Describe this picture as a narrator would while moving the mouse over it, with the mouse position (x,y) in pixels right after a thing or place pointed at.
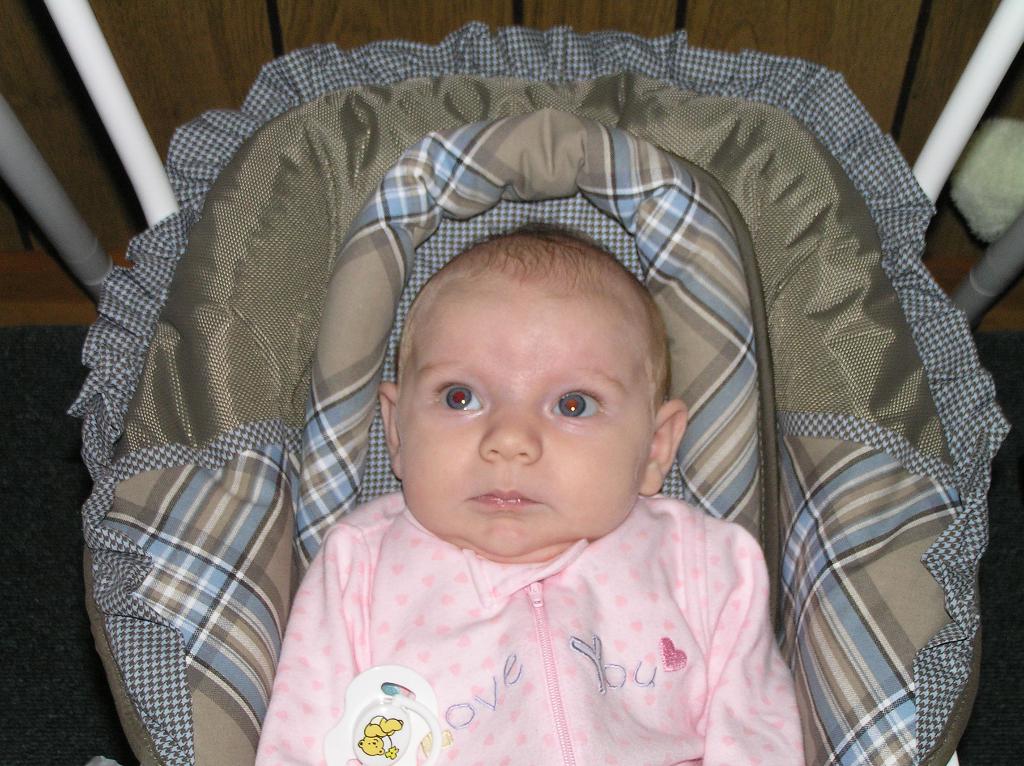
In this image we can see a baby (462,479) in a carrier (787,275) placed on the ground (38,591).
